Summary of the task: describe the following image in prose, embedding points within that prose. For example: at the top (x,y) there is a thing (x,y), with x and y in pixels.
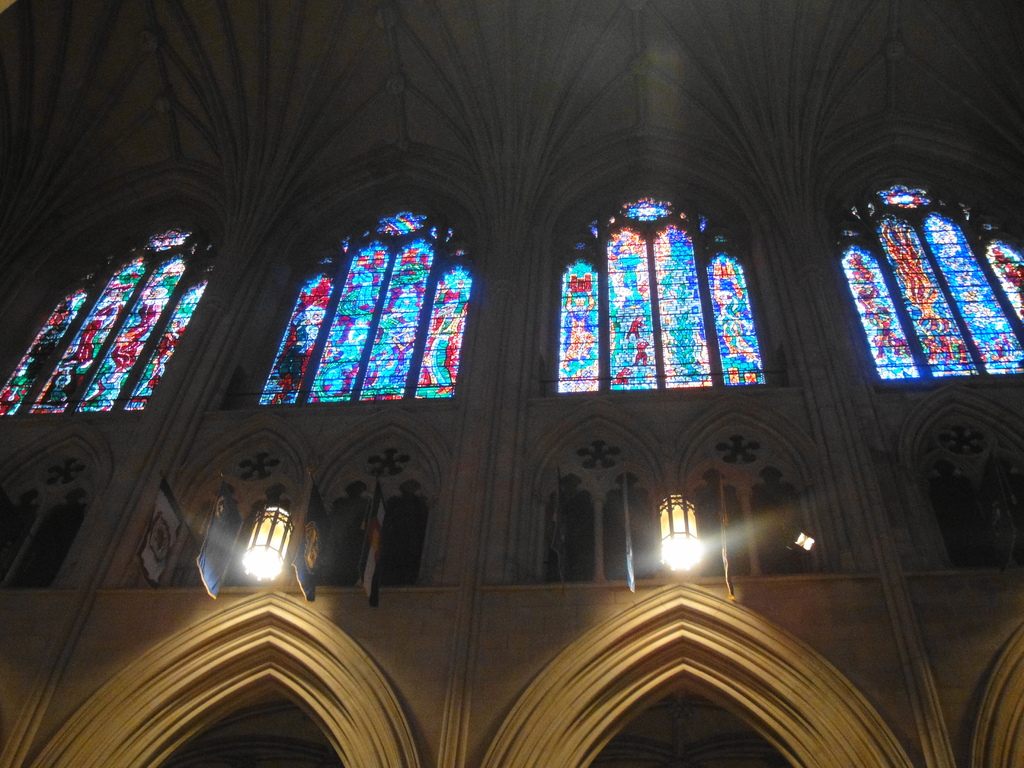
It is an inside part of a church (385,448), in the middle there are two lights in the walls (469,612).
